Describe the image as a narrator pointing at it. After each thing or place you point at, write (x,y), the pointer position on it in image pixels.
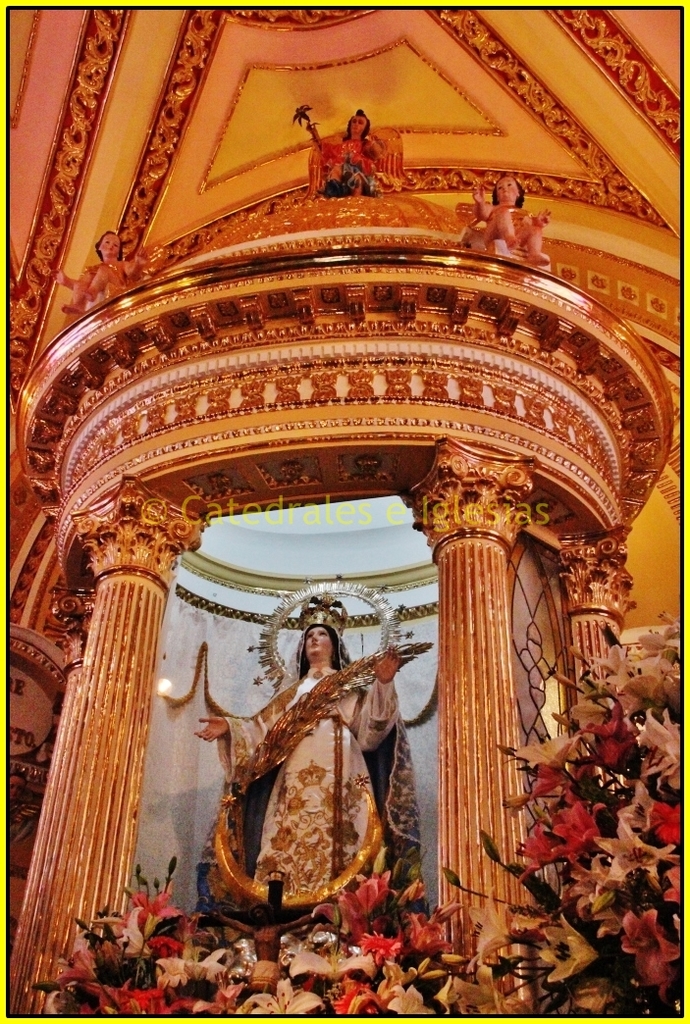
In this image we can see statues (389,170), pillars (89,733), flowers (645,805) and wall (173,60). We can see some alphabet (21,735) on the left side of the image (15,683).
